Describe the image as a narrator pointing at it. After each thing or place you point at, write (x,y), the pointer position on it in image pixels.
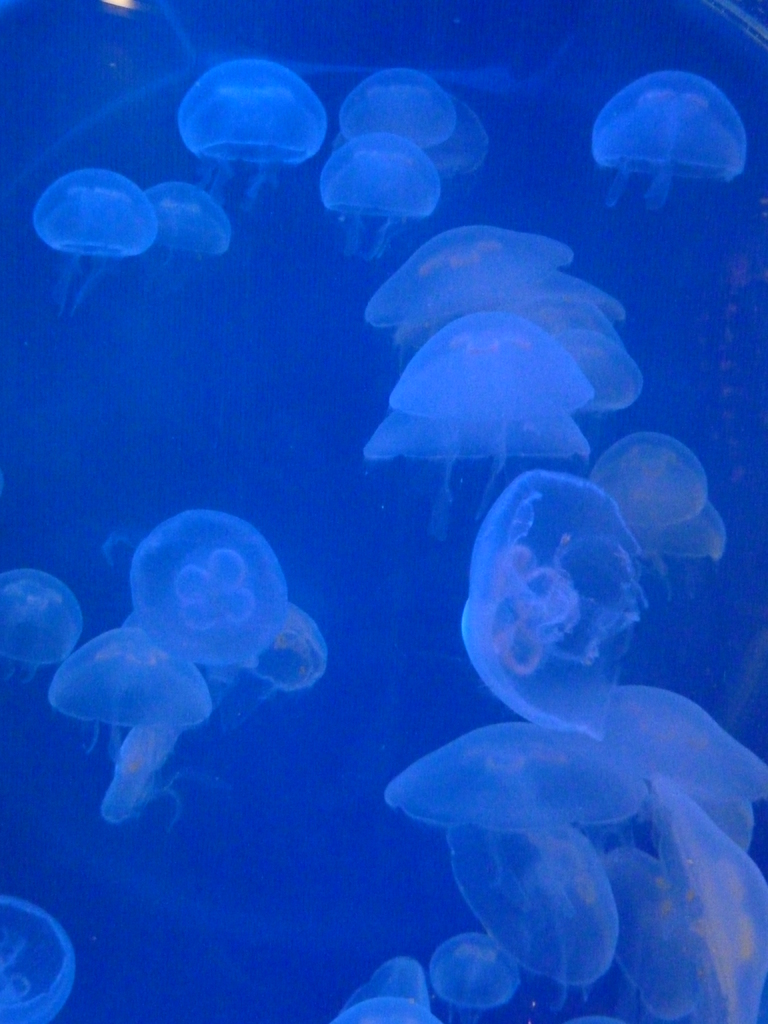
In this image there are some jellyfish (118,182) in water (157,409).
